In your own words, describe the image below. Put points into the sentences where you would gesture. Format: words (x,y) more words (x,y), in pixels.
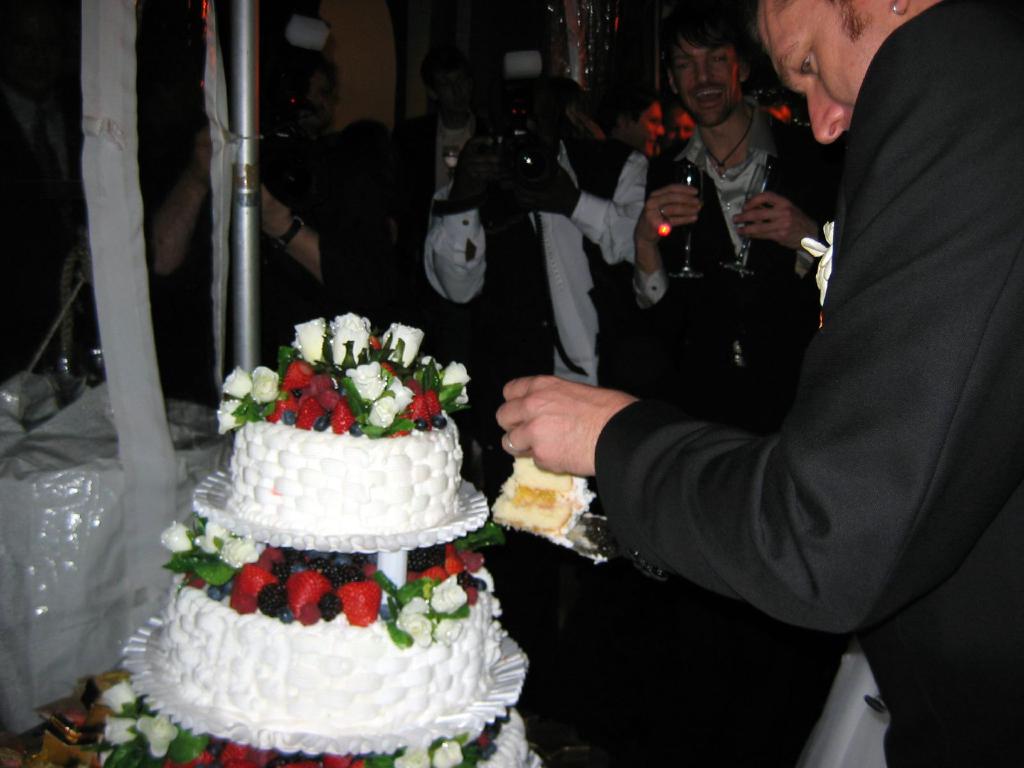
In this picture there is a person (813,391) standing on the right side of the image (915,404) is holding the cake (533,515) and knife (583,536). At the back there is a person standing and holding the glasses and there is a person (606,219) standing and holding the camera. At the back (553,173) there are group of people (648,140) standing. In the foreground (331,702) there is a cake (319,608) and box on the table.
